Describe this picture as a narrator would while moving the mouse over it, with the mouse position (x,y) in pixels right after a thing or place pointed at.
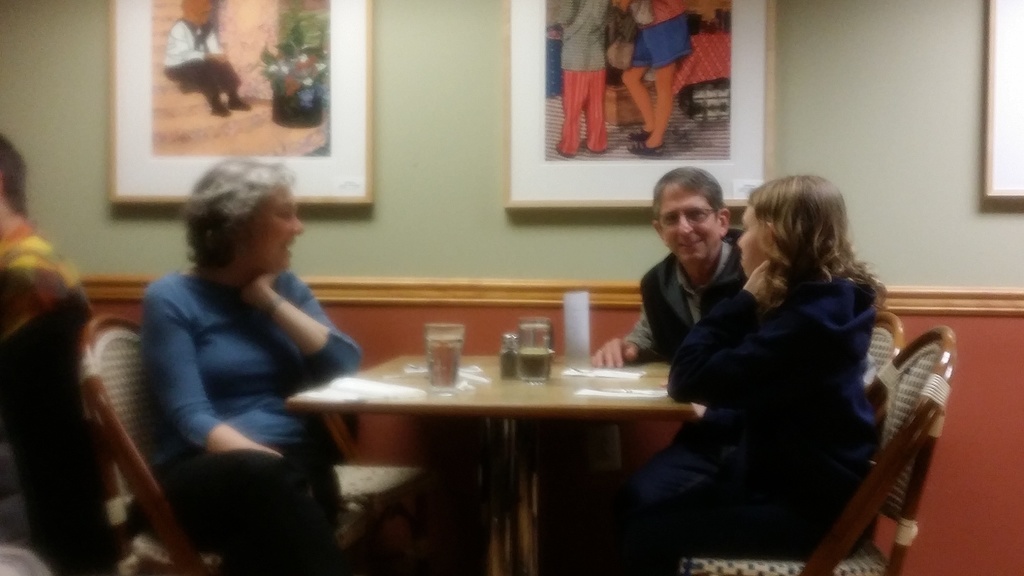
In the picture we can see a people (689,245) sitting on a chairs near the table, on the table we can find glasses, papers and tissues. In the background (482,46) we can see a photo frame (136,87) and a wall (648,257).
